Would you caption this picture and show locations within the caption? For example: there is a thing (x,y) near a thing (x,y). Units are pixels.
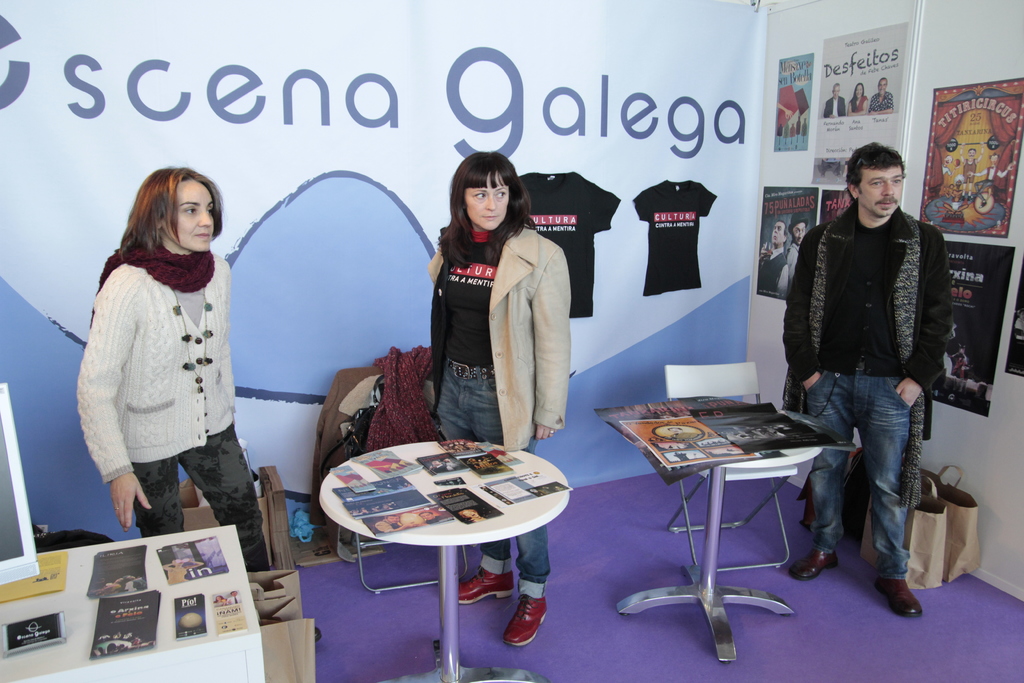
In this picture we can see three persons (904,614) standing on the floor (844,646). These are the tables (463,527). On the table (462,485) there are some papers (777,440). On the background (383,166) there is a banner (638,138). This is the wall (923,46) and there are many posters (955,204) on the wall (1003,409).
